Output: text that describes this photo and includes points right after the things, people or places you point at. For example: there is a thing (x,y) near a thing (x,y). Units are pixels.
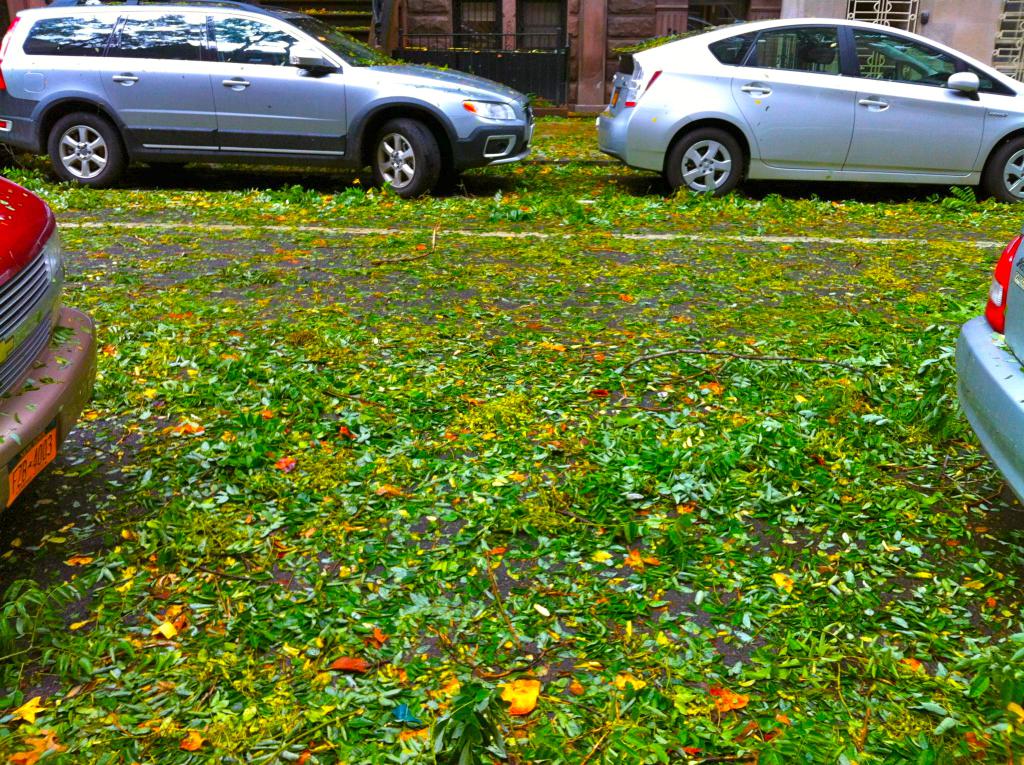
In this image, we can see some leaves (548,341) and cars (876,151) on the road (232,439).
